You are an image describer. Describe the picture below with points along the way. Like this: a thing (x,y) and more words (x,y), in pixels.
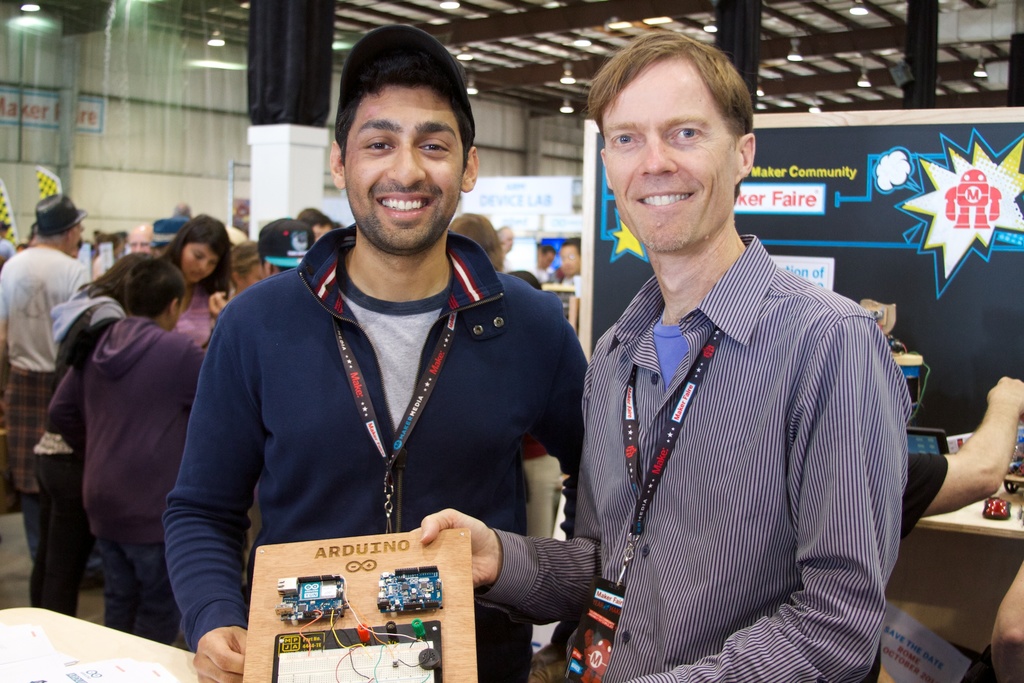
In this image we can see some group of persons (210,314) standing, in the foreground of the image (518,462) there are two persons (504,445) standing, wearing ID card (369,401) and holding some object (367,595) in their hands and in the background of the image (302,99) there are some boards (810,266), pillars (267,141) and there is a wall (92,142).
